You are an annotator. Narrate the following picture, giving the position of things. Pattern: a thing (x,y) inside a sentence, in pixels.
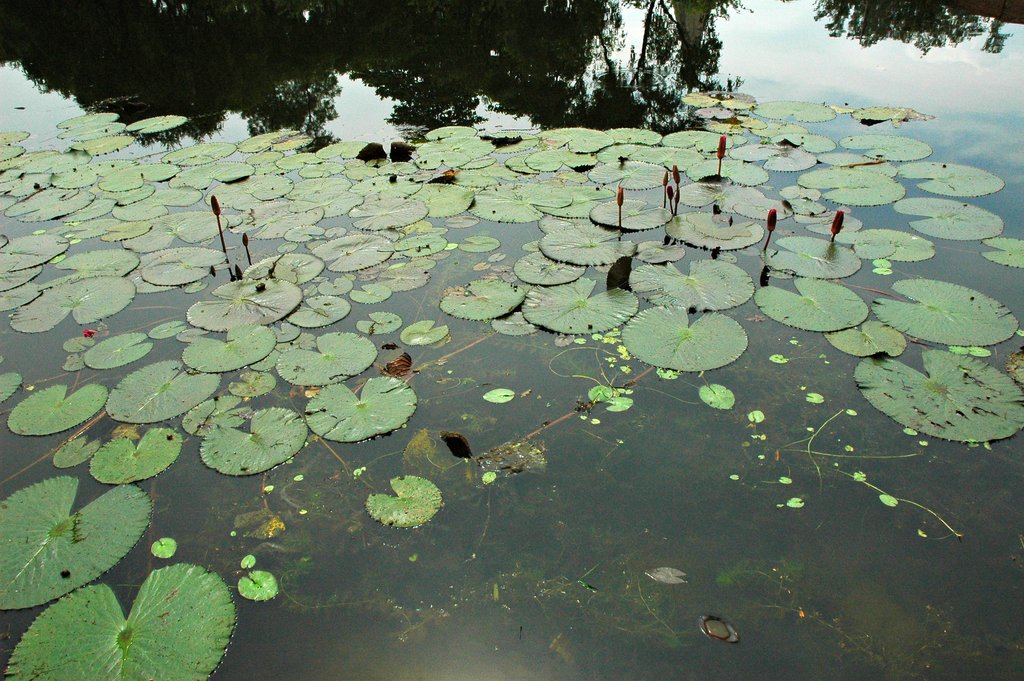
In this picture, we see water (700,459). This water (658,473) might be in the pond (557,78). In this picture, we see the lotus leaves (417,200) and lotus buds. In the background (307,24), we see the reflections (710,20) of the trees (466,22) in the water (549,100).
